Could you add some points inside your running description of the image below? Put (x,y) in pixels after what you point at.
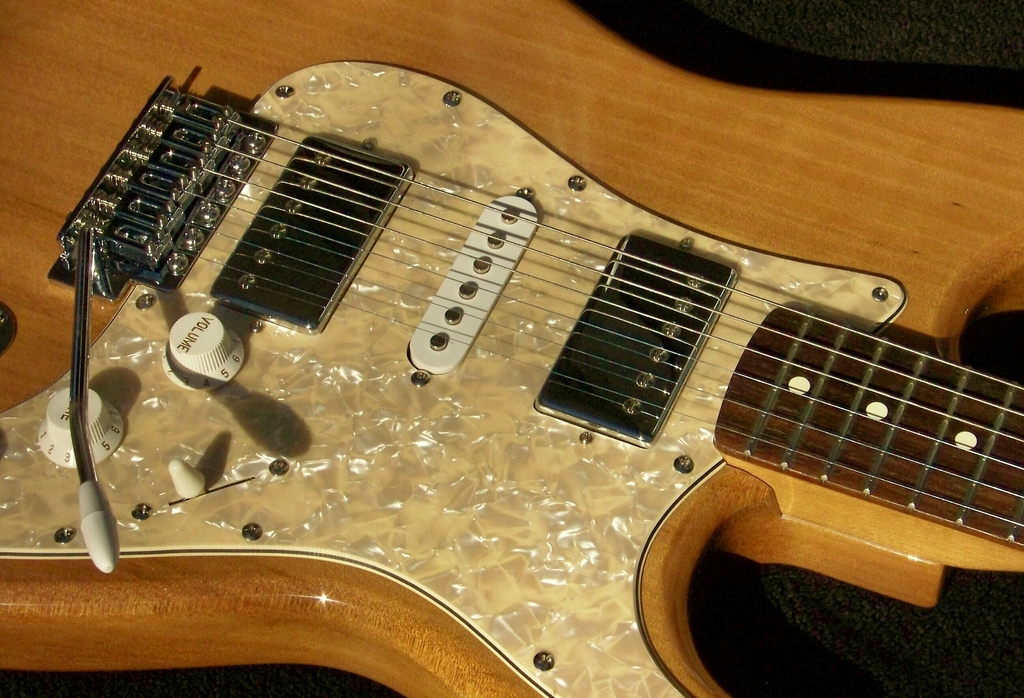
In this image there is a guitar (217,565) made up of wood (718,93). On the guitar (340,255) there are strings (443,336) and white knobs (205,357) for increasing volume.
